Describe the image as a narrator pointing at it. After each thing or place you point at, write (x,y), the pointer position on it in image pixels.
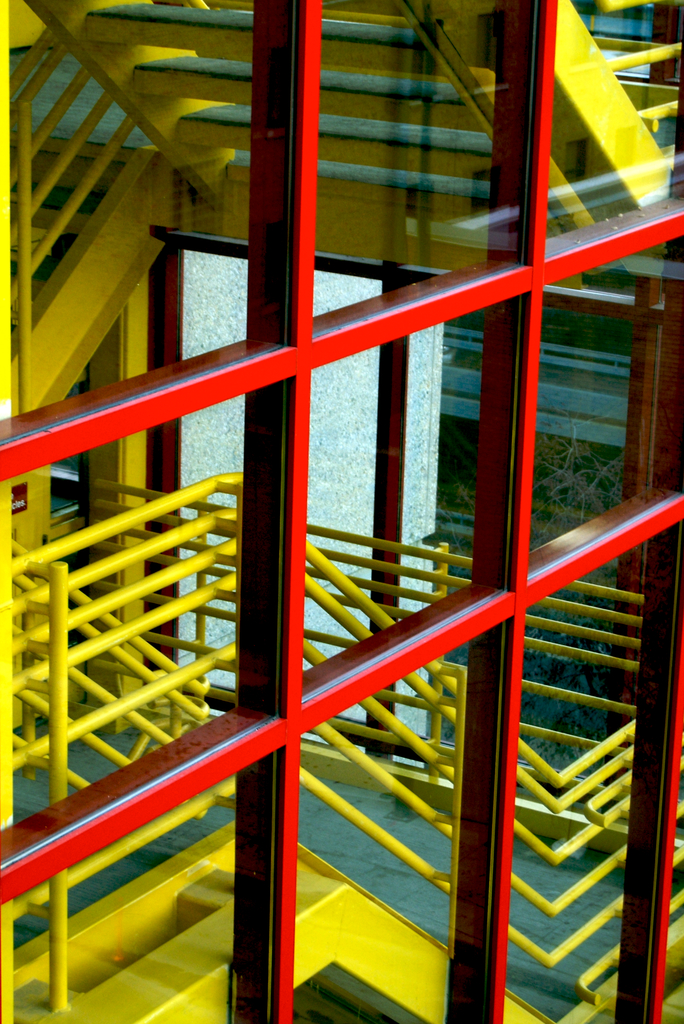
In this picture I can see stairs (38,984), staircase holders (45,43) and glass windows (610,51).
